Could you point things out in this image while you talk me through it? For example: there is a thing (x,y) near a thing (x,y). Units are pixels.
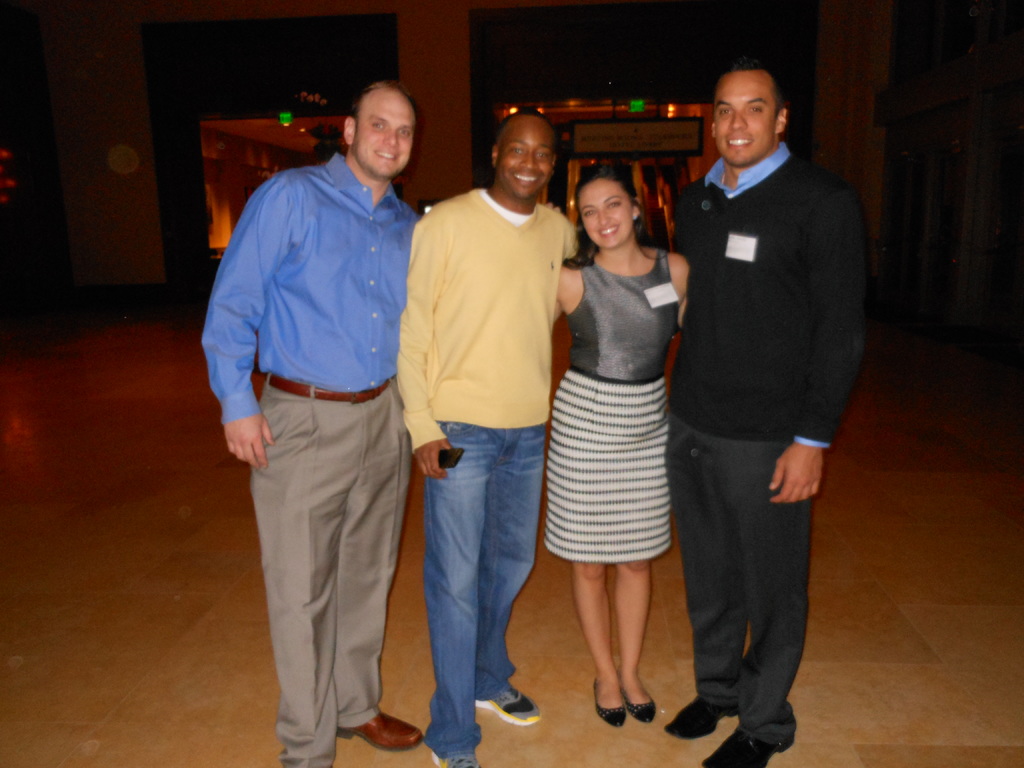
Here I can see three men (479,361) and a woman (642,309) are standing, smiling and giving pose for the picture. In the background (258,152), I can see a building (353,84) and few lights (629,103) in the dark.
